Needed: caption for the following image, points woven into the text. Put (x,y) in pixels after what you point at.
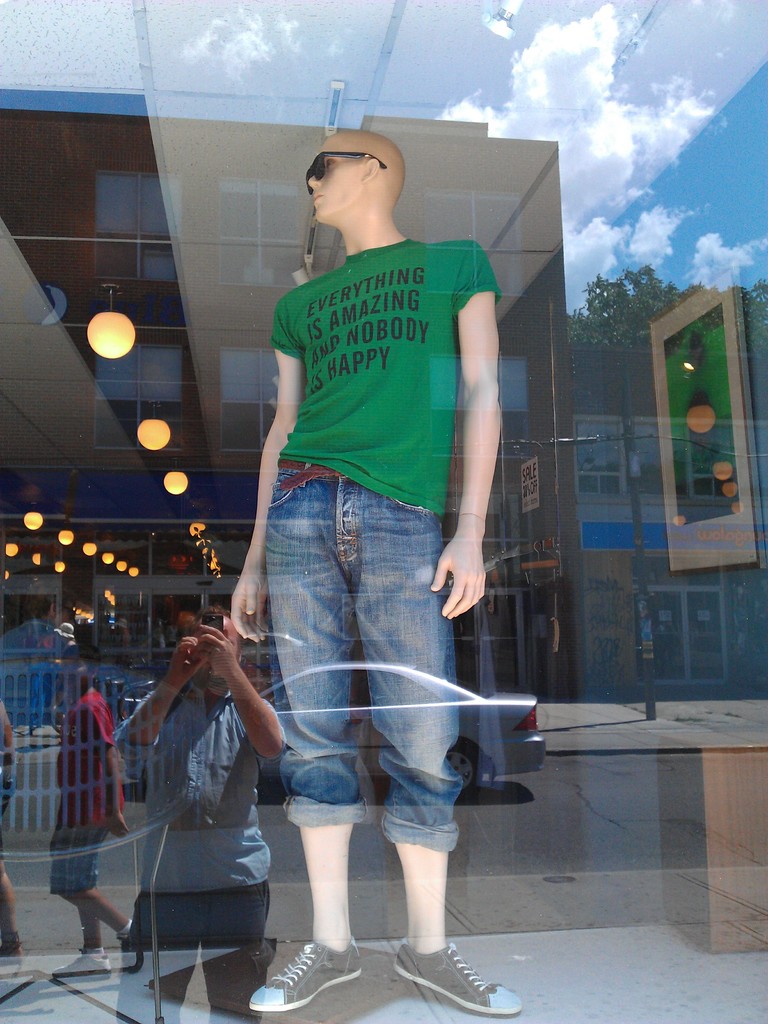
This image is clicked from behind a glass (521,595). On the other side of the glass (592,588) there is a mannequin (421,591). To the right (696,322) there is a picture frame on the wall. At the top (127,337) there are lights (116,339) to the ceiling (93,44). On the reflection (598,882) of the glass (542,612) there is a car (521,766) moving on the road (540,855). Behind the car (409,669) there is a building (505,404). At the top (574,84) there is the sky (560,67). In the bottom left (100,812) there are a few people (68,831) in the image.
